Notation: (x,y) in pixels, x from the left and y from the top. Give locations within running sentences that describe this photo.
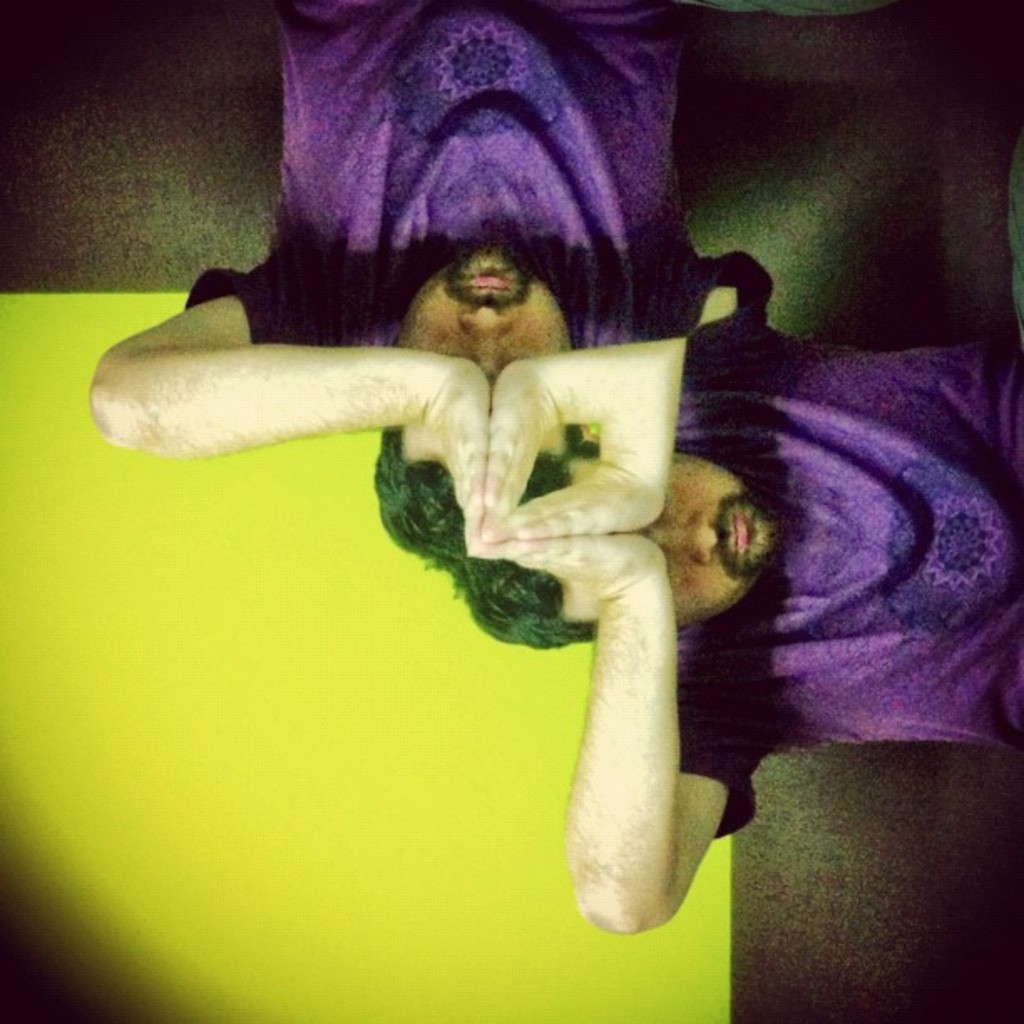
There is a man (860,553) in purple t-shirt (796,683) praying, this is a graphic image.
